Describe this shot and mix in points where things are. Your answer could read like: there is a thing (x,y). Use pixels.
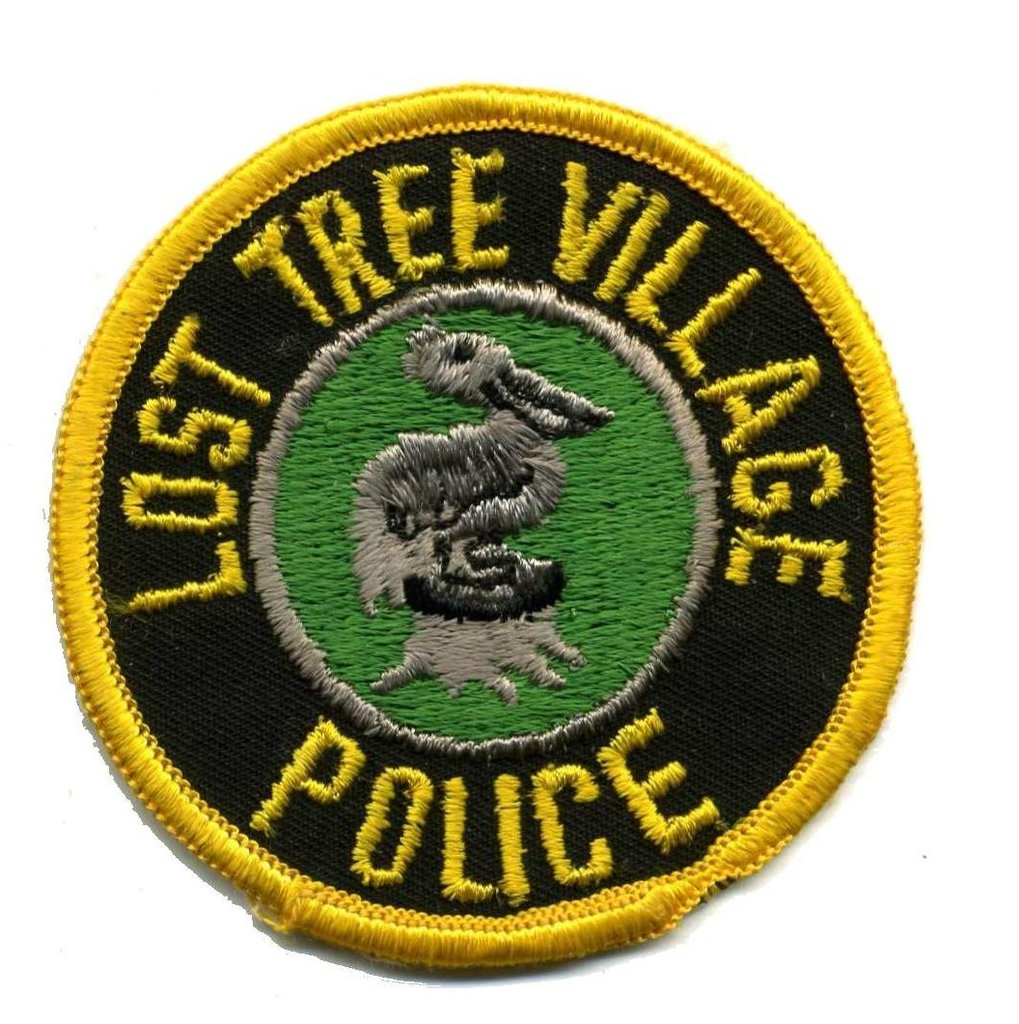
In this picture we can see a logo (803,410) and there is a white background (621,24).
